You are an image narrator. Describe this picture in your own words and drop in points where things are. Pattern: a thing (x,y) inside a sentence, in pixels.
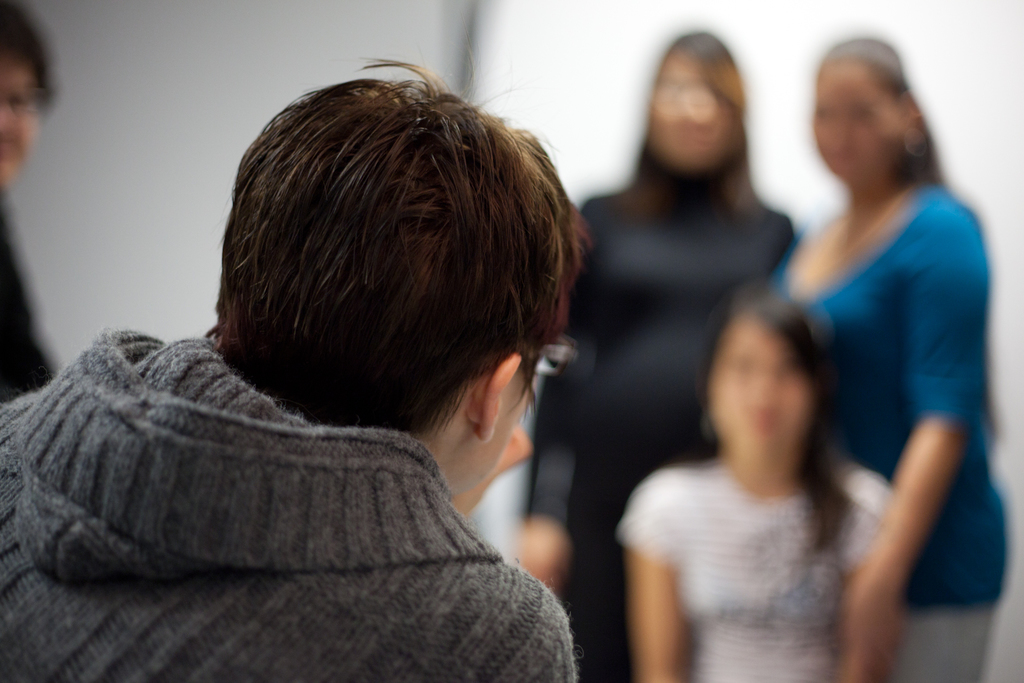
This image is taken indoors. In the background (260,108) there is a wall (216,80) and two women (810,301) and a girl (796,553) are standing on the floor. On the left side of the image (11,103) there is a person (9,116) and there is a man (518,452).
